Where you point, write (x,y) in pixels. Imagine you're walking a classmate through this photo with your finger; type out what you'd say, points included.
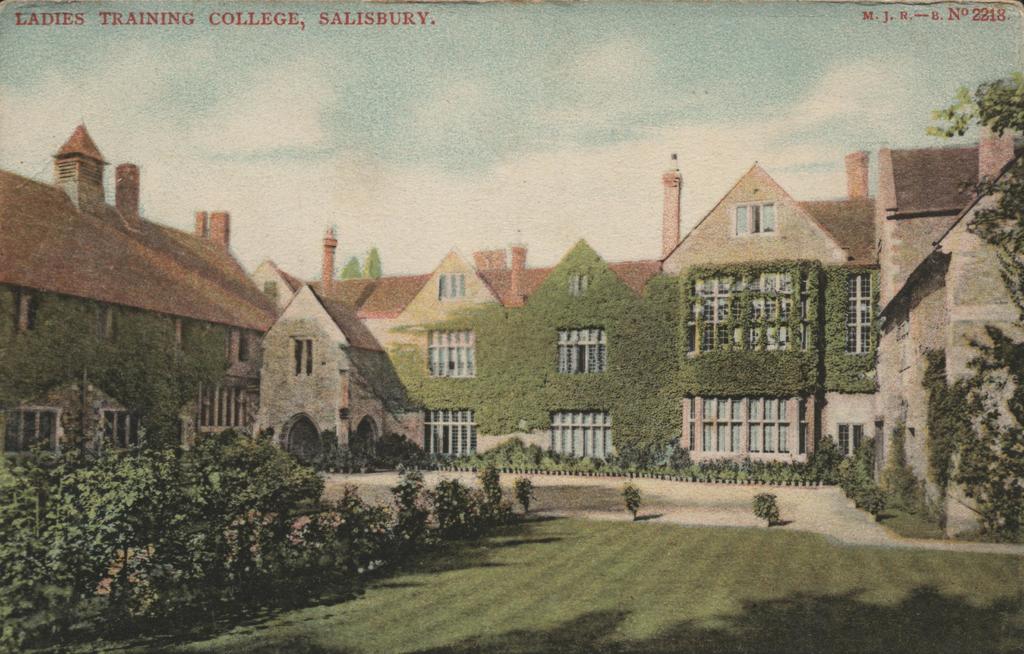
In this picture we can observe a building (463,353). There are some plants (511,372) on the building (276,335). We can observe a garden (497,618). There are some plants (249,559) and grass (547,589) on the ground (726,630). In the background (88,29) there is a sky (551,132) with clouds (398,182). We can observe red color words (172,16) here.
